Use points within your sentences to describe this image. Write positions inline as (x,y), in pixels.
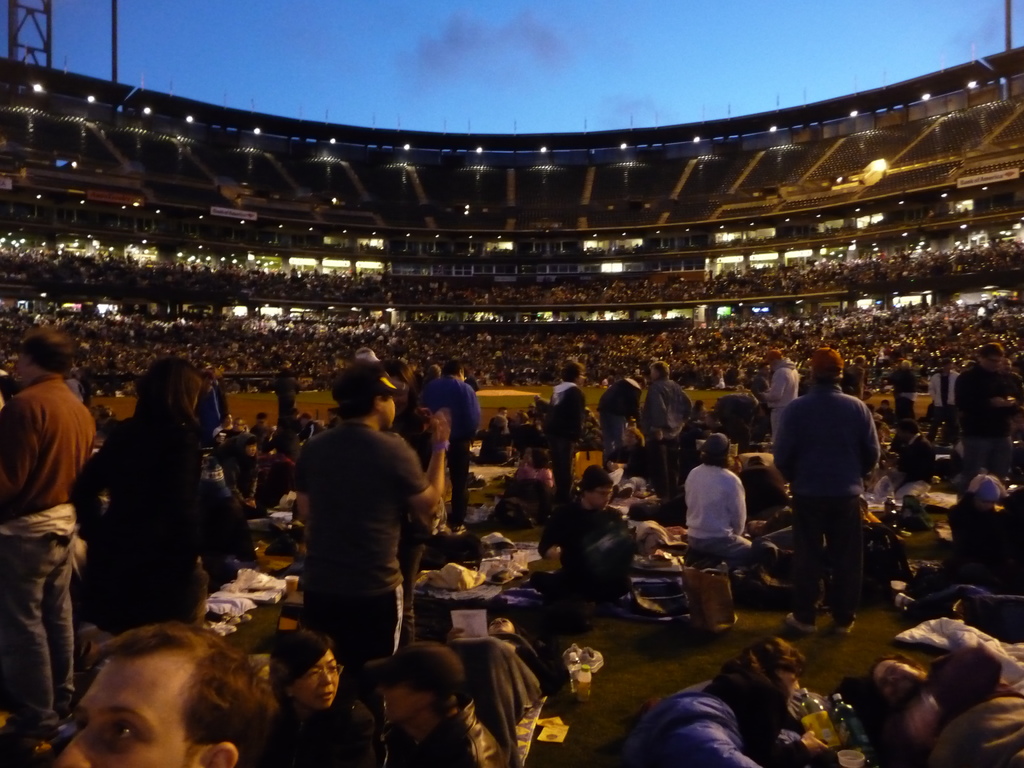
In this image there are so many people (384,441) sitting and standing in the ground (604,726) behind them there are so many other people (403,337) sitting in the stadium (271,224). Also there are lights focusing on the top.
